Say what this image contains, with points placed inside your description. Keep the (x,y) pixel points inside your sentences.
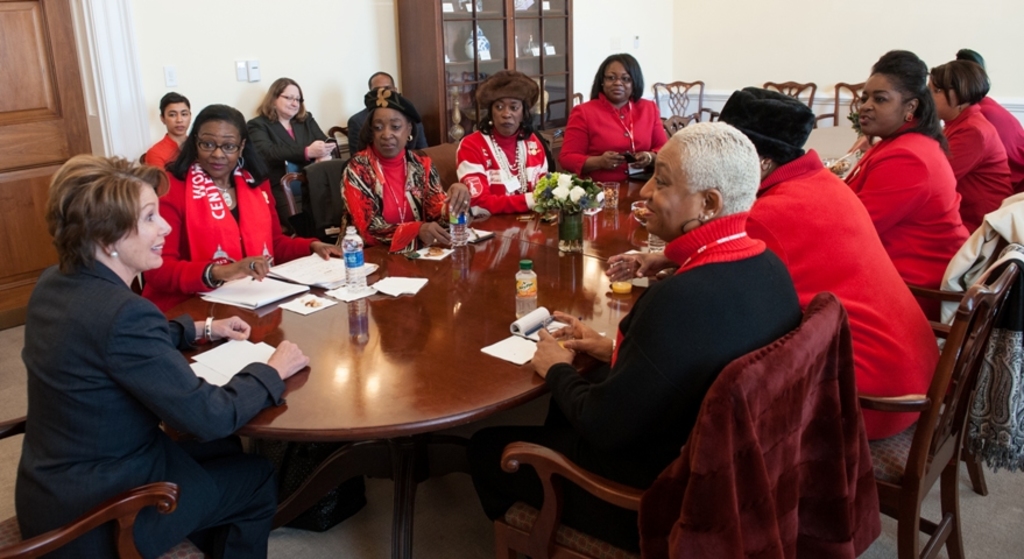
There are group of persons (913,106) sitting around the table (424,318) and discussing about something and majority of females (227,275) two male guys (362,126) sitting at back (393,85) side over here. At the left side of the image (52,59) there is brown color wooden door (48,14) and at the top (490,14) middle of the image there is a glass door (536,71) and at the left middle of the image (274,190) there is a woman (254,136) who is operating phone (328,141) and at the top of the table (504,221) there is a flower bouquet (574,196) and water bottles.
